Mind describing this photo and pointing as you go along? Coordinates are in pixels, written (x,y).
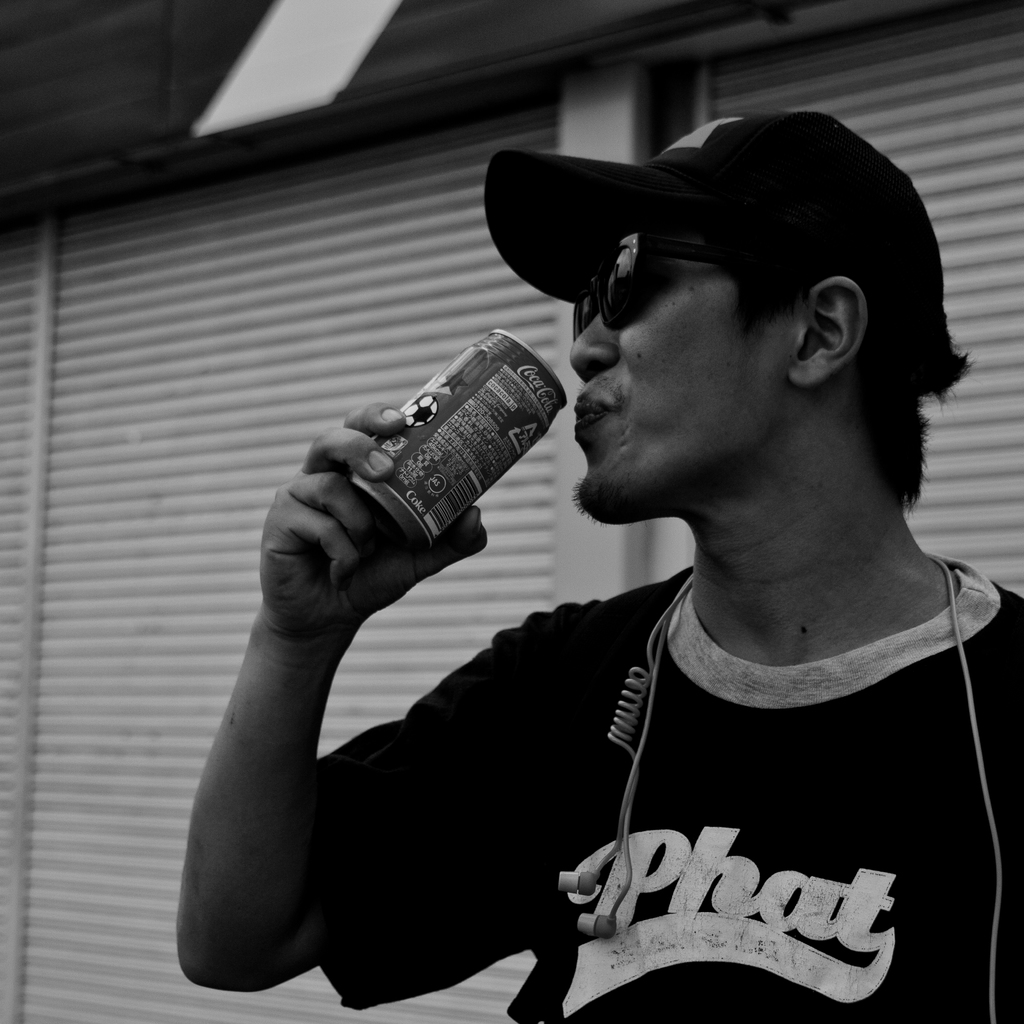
In this image, we can see a man (891,887) standing, he is wearing a hat (726,164) and a black color goggles (681,256), he is holding a coke can (399,478), in the background (263,298) we can see shutters (225,342).
